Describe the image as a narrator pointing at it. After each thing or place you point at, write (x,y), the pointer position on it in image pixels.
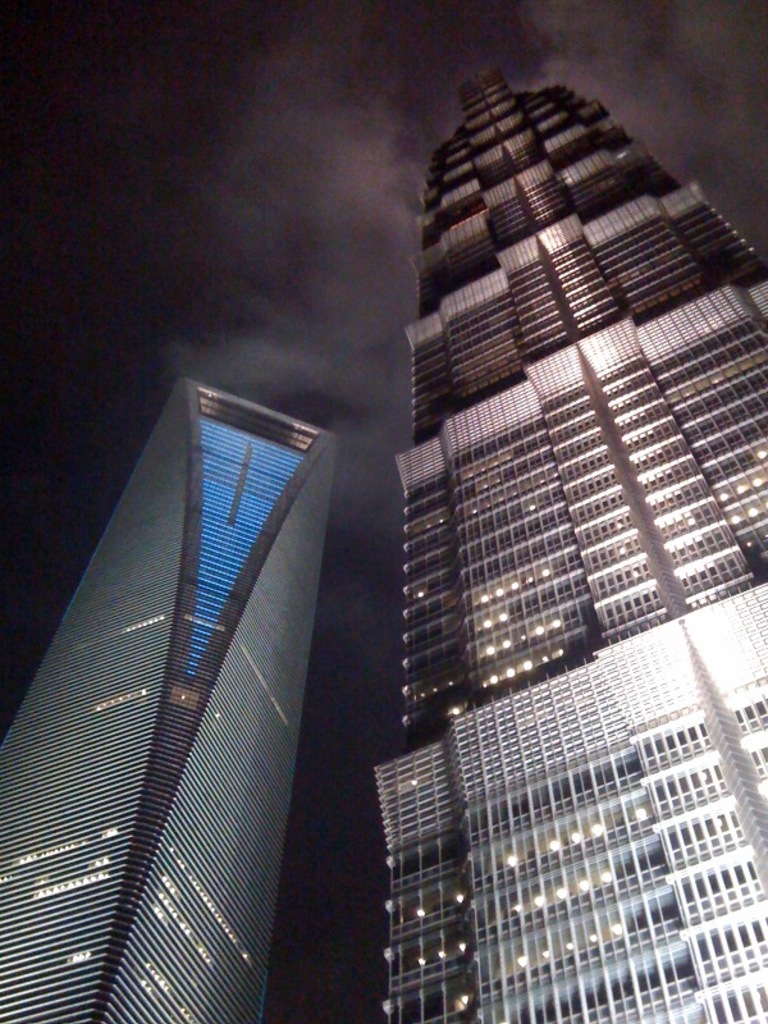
In this image we can see two tall buildings (200,903) and the sky (303,325).
